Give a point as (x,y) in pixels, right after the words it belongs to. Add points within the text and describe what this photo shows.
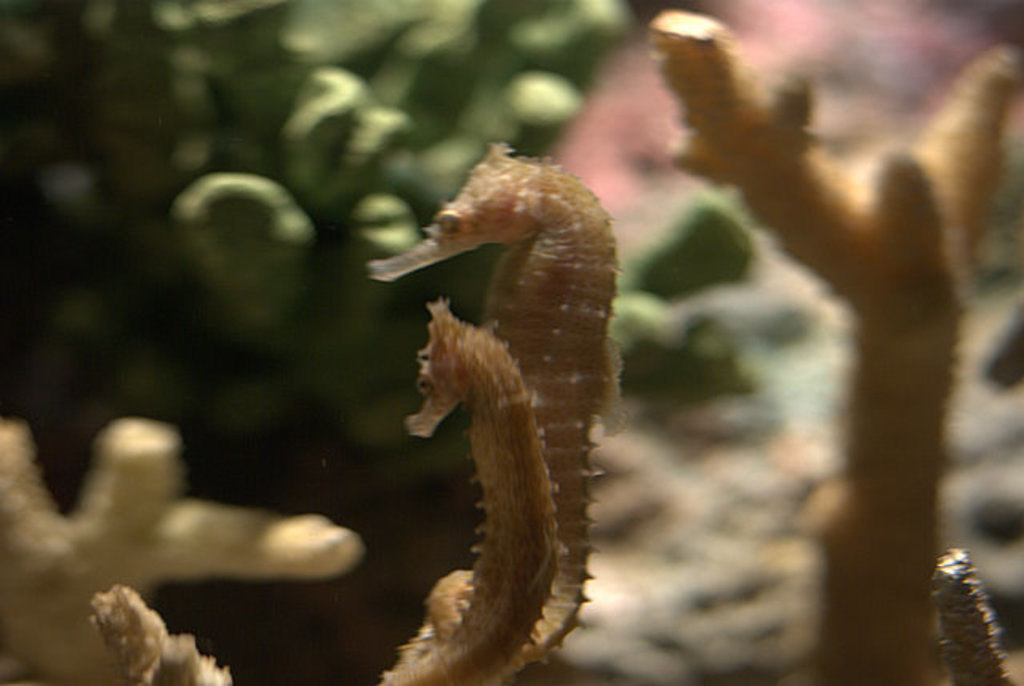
In this picture we can see northern seahorses (545,404) and plants (283,152).
